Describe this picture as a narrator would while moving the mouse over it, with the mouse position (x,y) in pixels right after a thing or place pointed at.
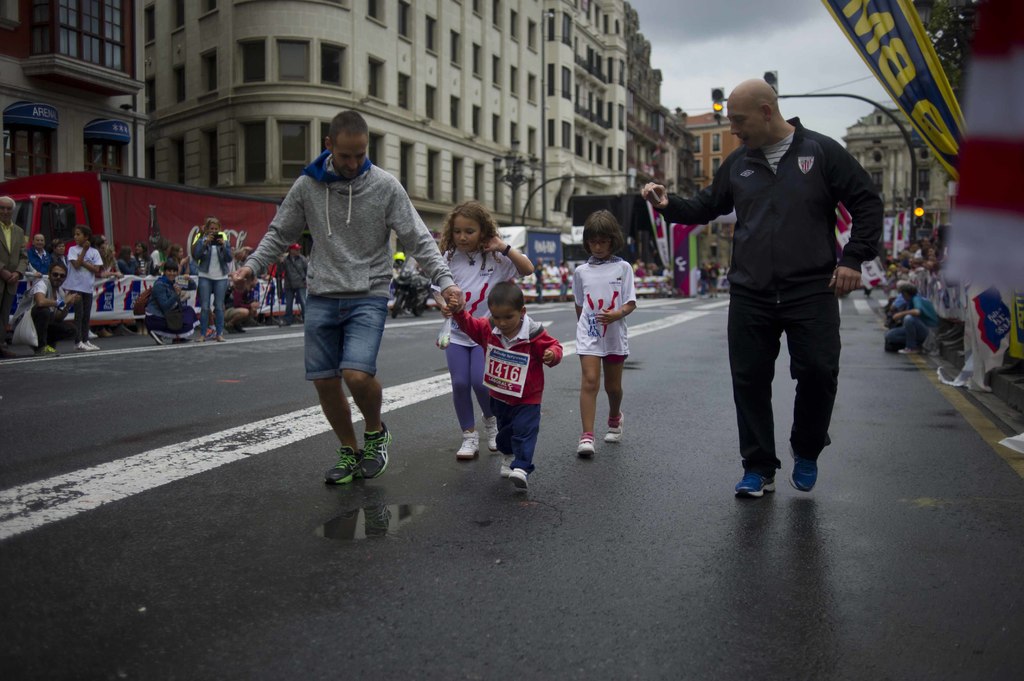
On the right side (801,168) a man (784,317) is walking on the road (786,385), he wore black color coat (813,271), trouser (805,346). In the middle (489,237) 3 children (468,263) are walking on the road (548,426), on the left side (211,228) a woman (224,277) is standing and taking the video of this, there are buildings (394,160) in this image.
